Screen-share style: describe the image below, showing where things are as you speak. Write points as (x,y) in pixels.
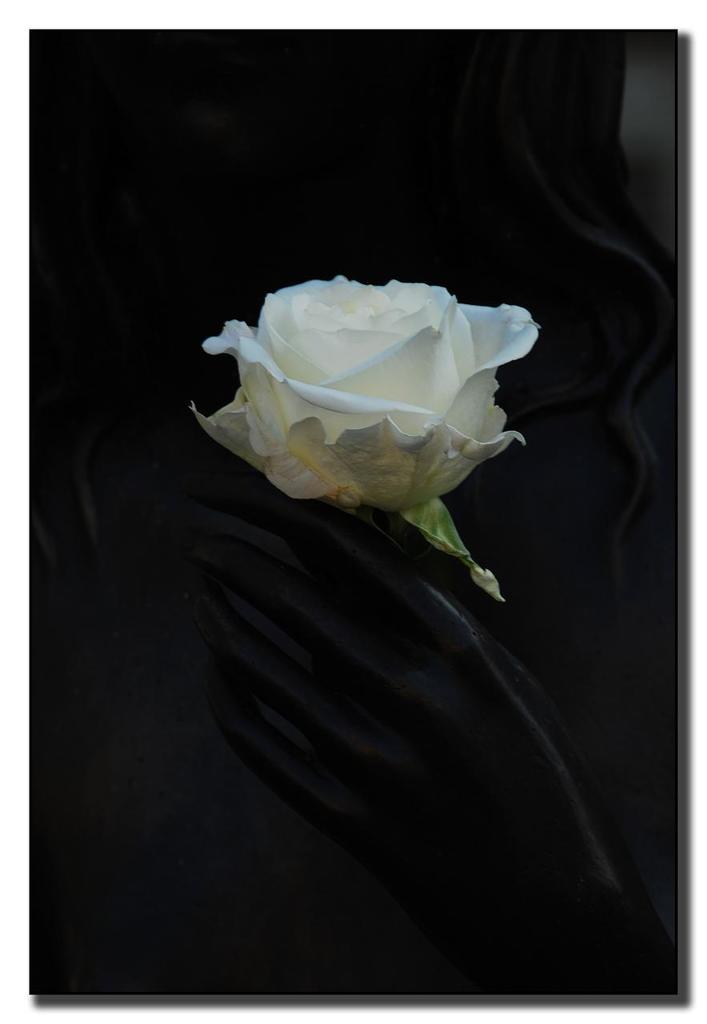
In this picture there is a white color rose (384,418) in the center of the image (334,352) and the background (646,814) area of the image is black.
